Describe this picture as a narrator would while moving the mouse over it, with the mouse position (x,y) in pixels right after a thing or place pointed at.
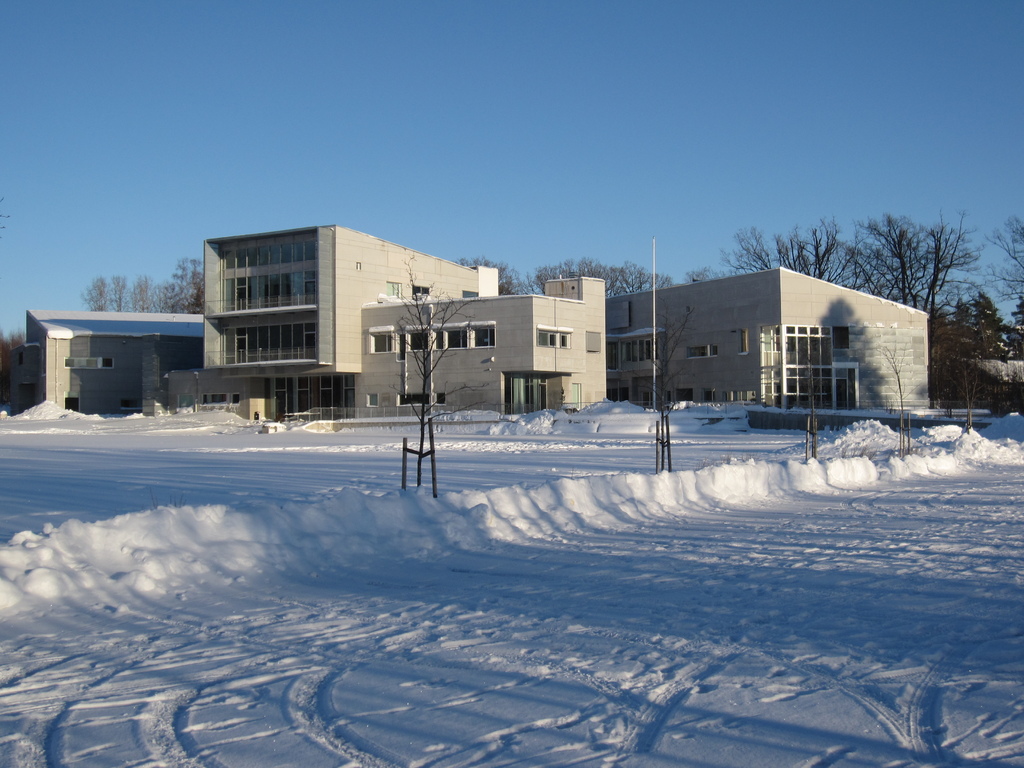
In this image we can see few buildings (696,346). In front of the buildings (740,371) we can see few trees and a pole (654,345). Behind the buildings (630,352) there are groups of trees (786,245). At the top (429,82) we can see the sky (390,88).
